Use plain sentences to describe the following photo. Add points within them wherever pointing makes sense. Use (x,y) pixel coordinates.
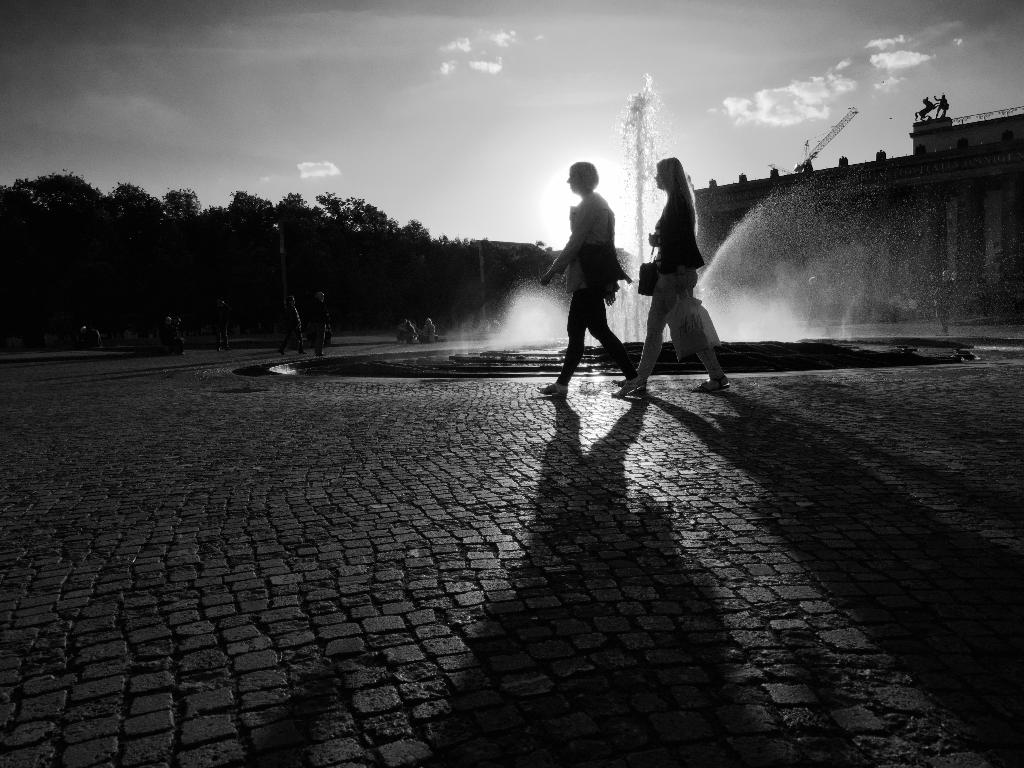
This picture is clicked outside. In center (570,258) we can see the group of persons (706,357) seems to be walking on the ground (681,389) and we can see a fountain (637,225) and some other objects (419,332). In the background (508,84) we can see the sky (485,72), trees (169,251), metal rods (810,149), buildings (957,173) and some other objects (850,111).
